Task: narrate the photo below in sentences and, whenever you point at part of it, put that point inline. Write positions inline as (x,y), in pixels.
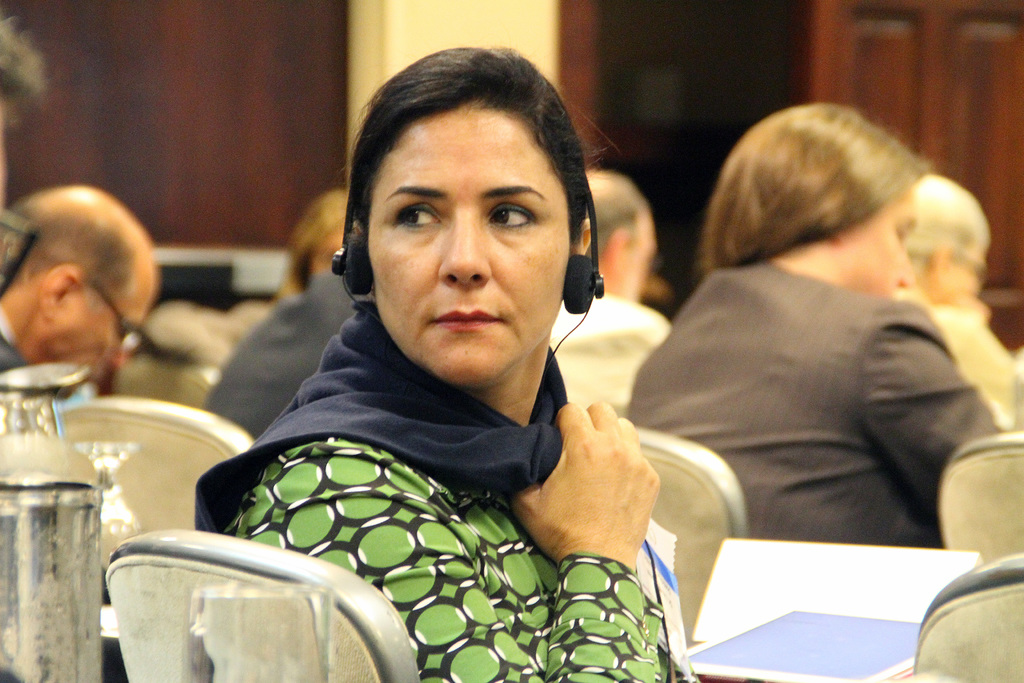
The picture consists of people (581,412) sitting on the chairs (192,397) and in the middle (392,416) one woman (552,548) is wearing a green dress (467,617) and headphones (349,282), behind her there are glass (191,674) and bottles (57,528) and in front of the people (812,163) there is one wooden wall (855,81) and door (960,139).
